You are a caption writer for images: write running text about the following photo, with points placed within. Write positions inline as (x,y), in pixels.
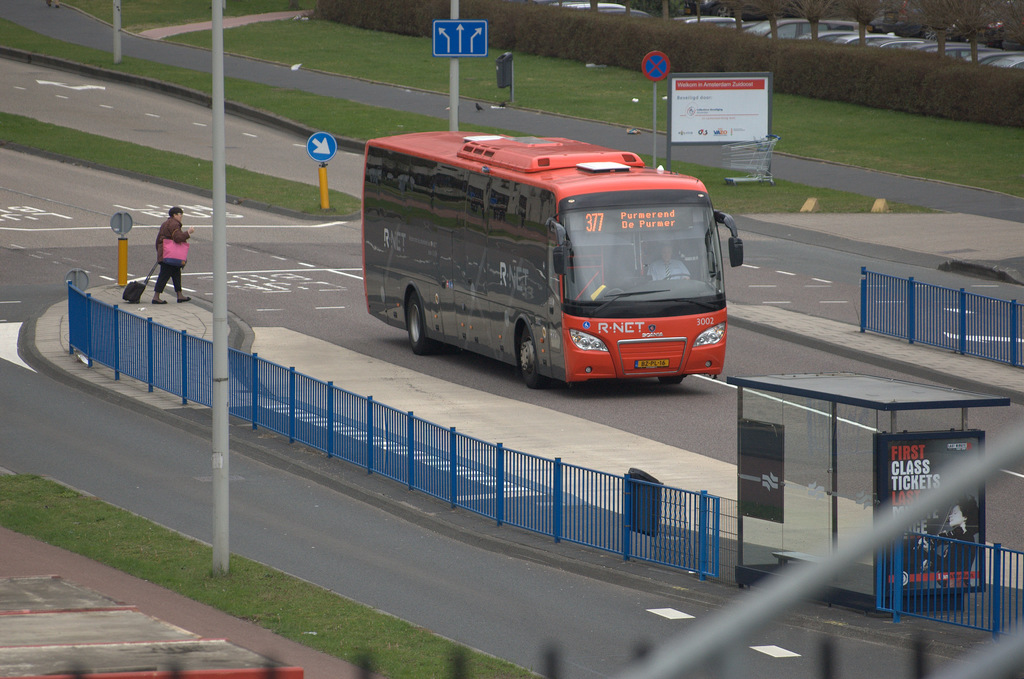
There is a bus (689,344) on the road (715,423). Here we can see fence (182,335), boards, poles (224,381), grass (320,648), and plants (941,111). There is a person (178,221) on the platform (194,296). In the background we can see vehicles (786,26) and trees (844,13).
